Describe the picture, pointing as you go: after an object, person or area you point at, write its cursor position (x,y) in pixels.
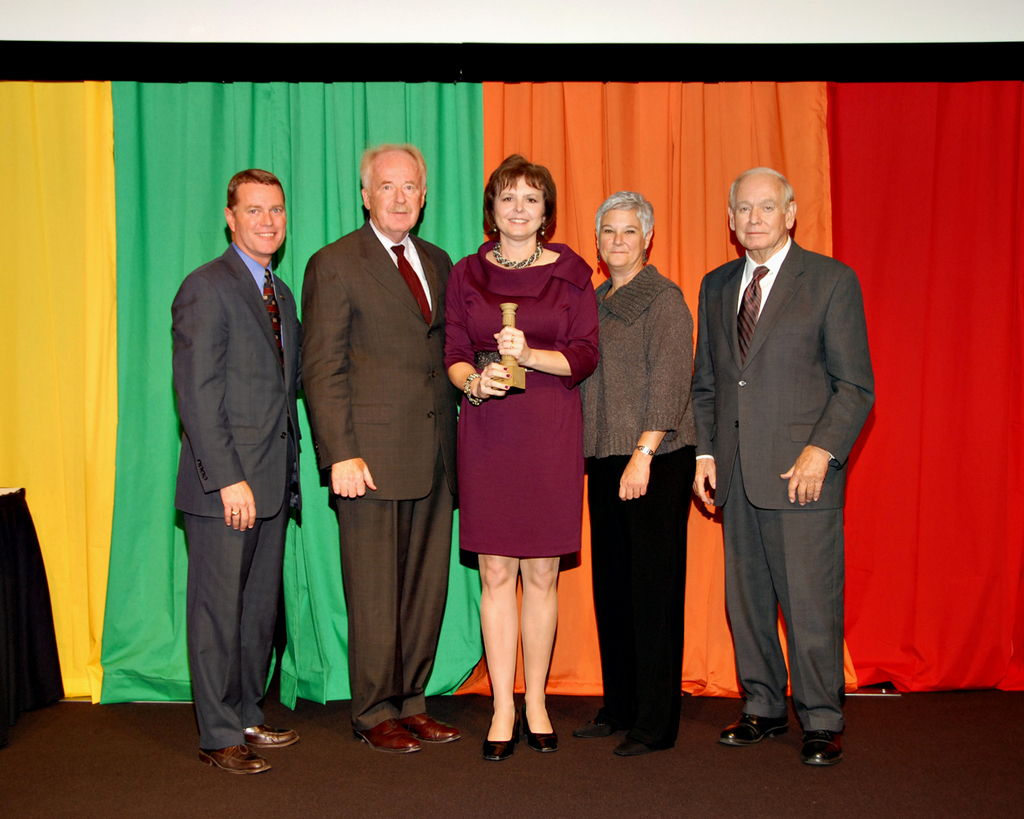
In this image we can see a few persons (537,291) standing and smiling, among them one person (519,330) is holding an object (509,311), in the background (641,161), we can see some curtains (227,195) and also we can see an object (12,650), which looks like the table (27,601).
